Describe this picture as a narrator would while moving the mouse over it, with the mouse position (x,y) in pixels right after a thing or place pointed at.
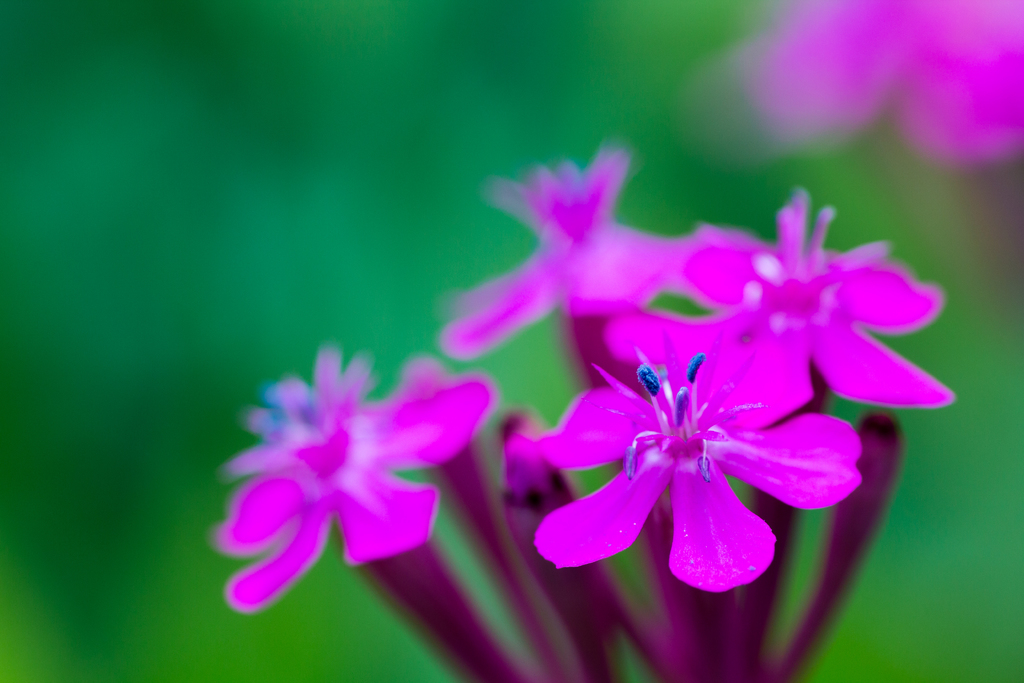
In this image I can see flowers (660,254) in purple color and the background (436,204) is in green color.
